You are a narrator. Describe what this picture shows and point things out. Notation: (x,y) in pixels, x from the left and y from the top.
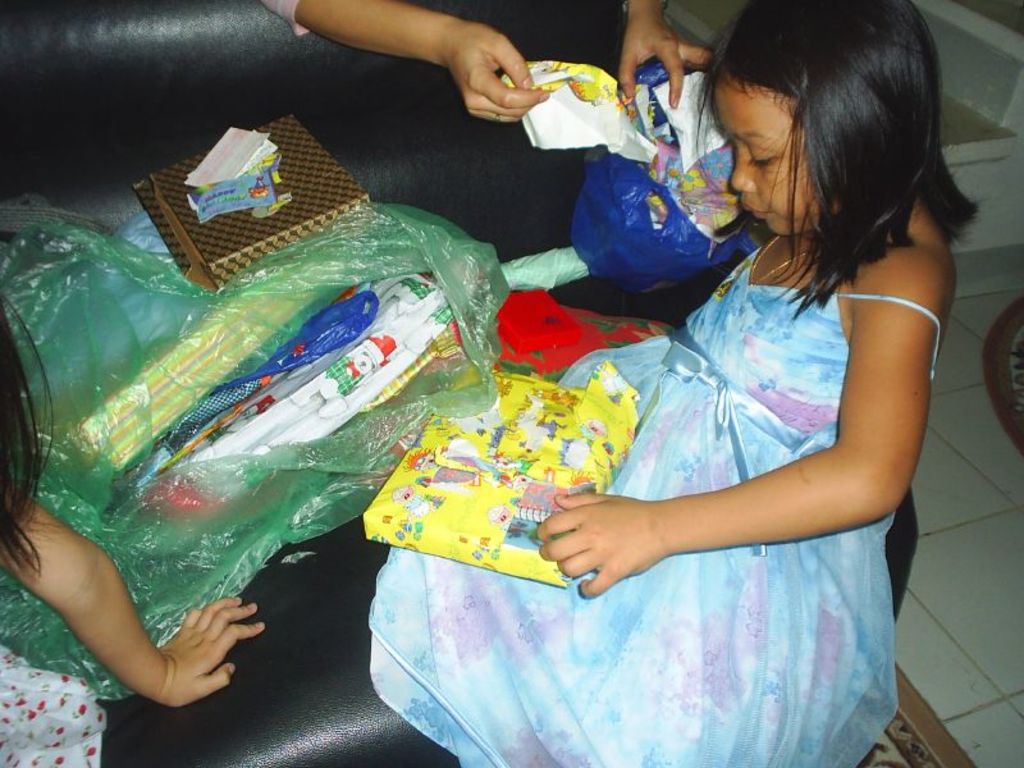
This picture consists of a girl (827,381) holding plastic cover (625,414), on the left side (31,539) there is another girl (36,527), in the middle (378,338) there are few plastic covers (254,281) and boxes (245,232) kept on couch (368,680), at the top (395,26) I can see person's hand (641,53) which is holding plastic covers (608,160) and on the right side (990,614) white color marble (960,521) is visible.
